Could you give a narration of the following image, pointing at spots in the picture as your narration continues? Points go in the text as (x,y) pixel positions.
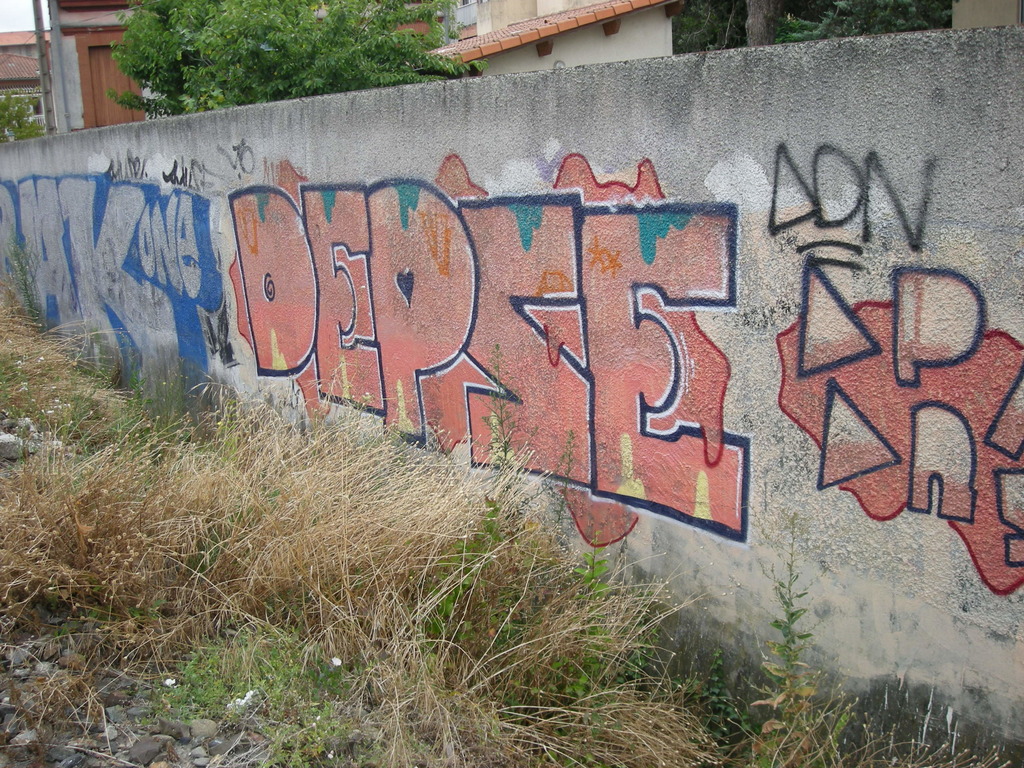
In this image we can see a wall (528,231) with paintings (528,231). At the bottom of the image (369,548) there is the grass (369,548), stones (173,735) and other objects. In the background of the image (111,73) there are trees (334,66), houses (91,30), sky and other objects (39,7).
